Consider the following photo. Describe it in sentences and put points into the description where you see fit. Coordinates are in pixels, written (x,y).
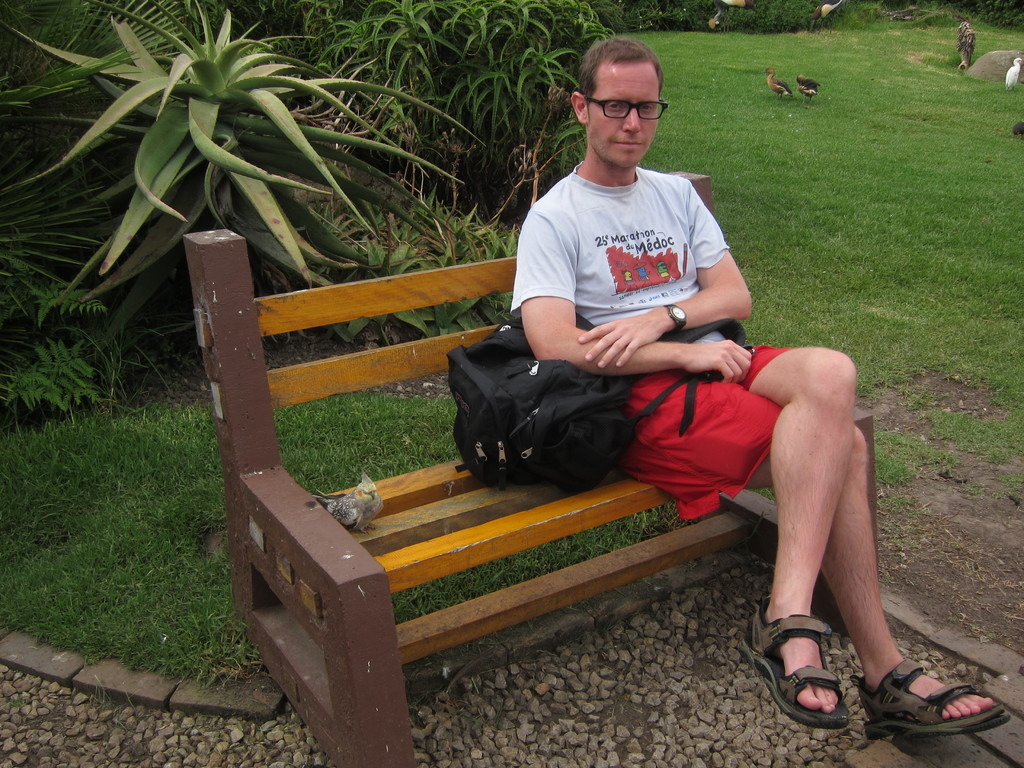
There is a man (739,418) sitting on a park bench (485,522) holding a backpack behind there are few birds (713,22) walking on the grass (941,88) and there are some garden plants (0,175) at his back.
